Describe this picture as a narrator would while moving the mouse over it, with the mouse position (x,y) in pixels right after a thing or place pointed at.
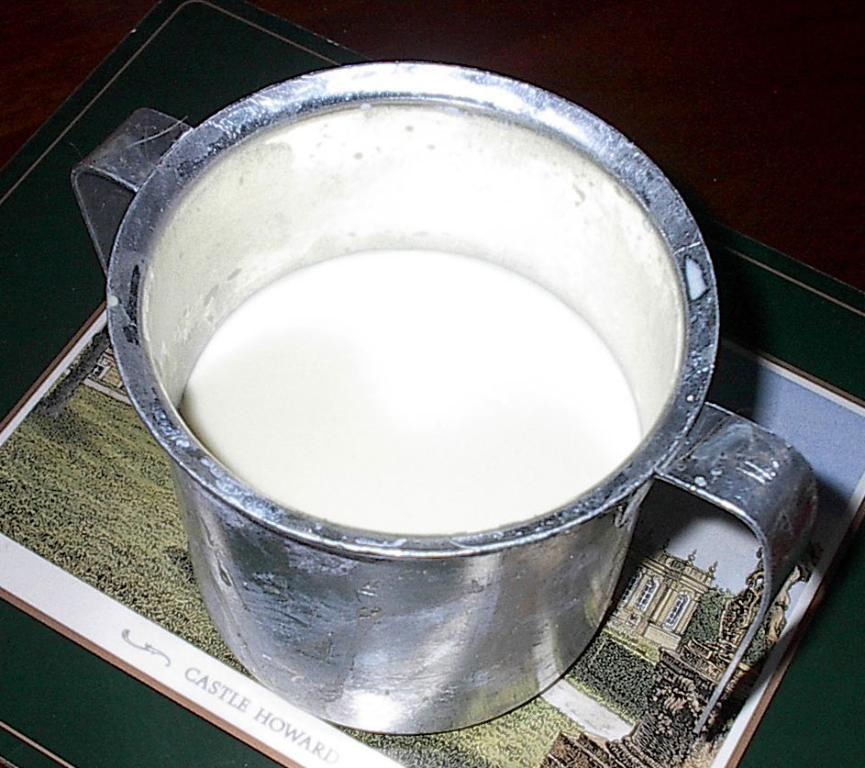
In this picture we can see a jug (206,451) on a poster (762,733) with milk (259,403) in it and this poster (140,568) is on the surface (789,174).
